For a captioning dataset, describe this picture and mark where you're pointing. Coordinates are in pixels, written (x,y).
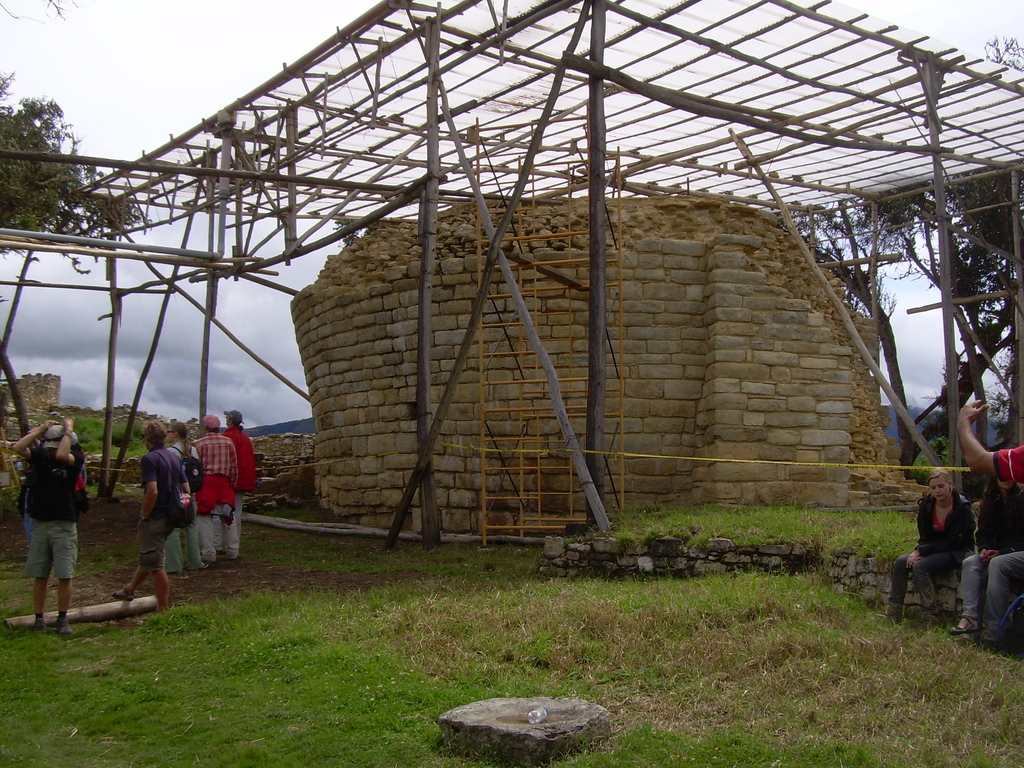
In this image we can see a wooden roof (511,111) and brick wall (716,317). Right (998,545) and left sides of the image people (962,531) are sitting and standing. And trees (42,200) are present. The sky (281,11) is full of clouds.
